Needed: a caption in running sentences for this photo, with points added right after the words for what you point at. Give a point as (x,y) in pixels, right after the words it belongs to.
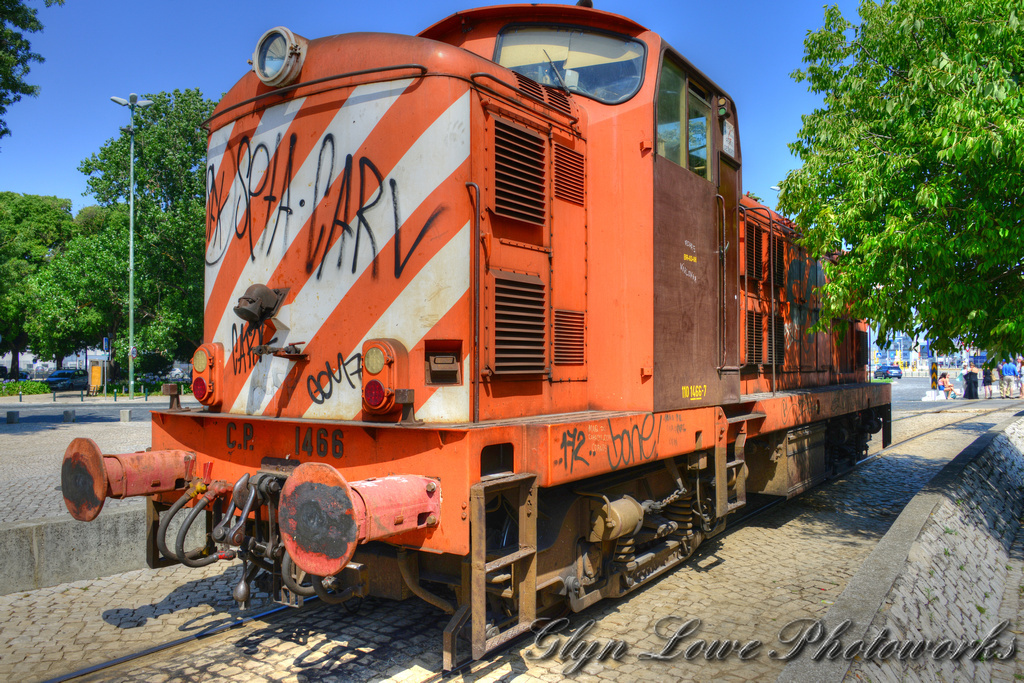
In the foreground (381,42) I can see a train engine (678,85) on the track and fence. In the background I can see a crowd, vehicles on the road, trees (186,226), poles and the sky (85,202). This image is taken during a sunny day.
